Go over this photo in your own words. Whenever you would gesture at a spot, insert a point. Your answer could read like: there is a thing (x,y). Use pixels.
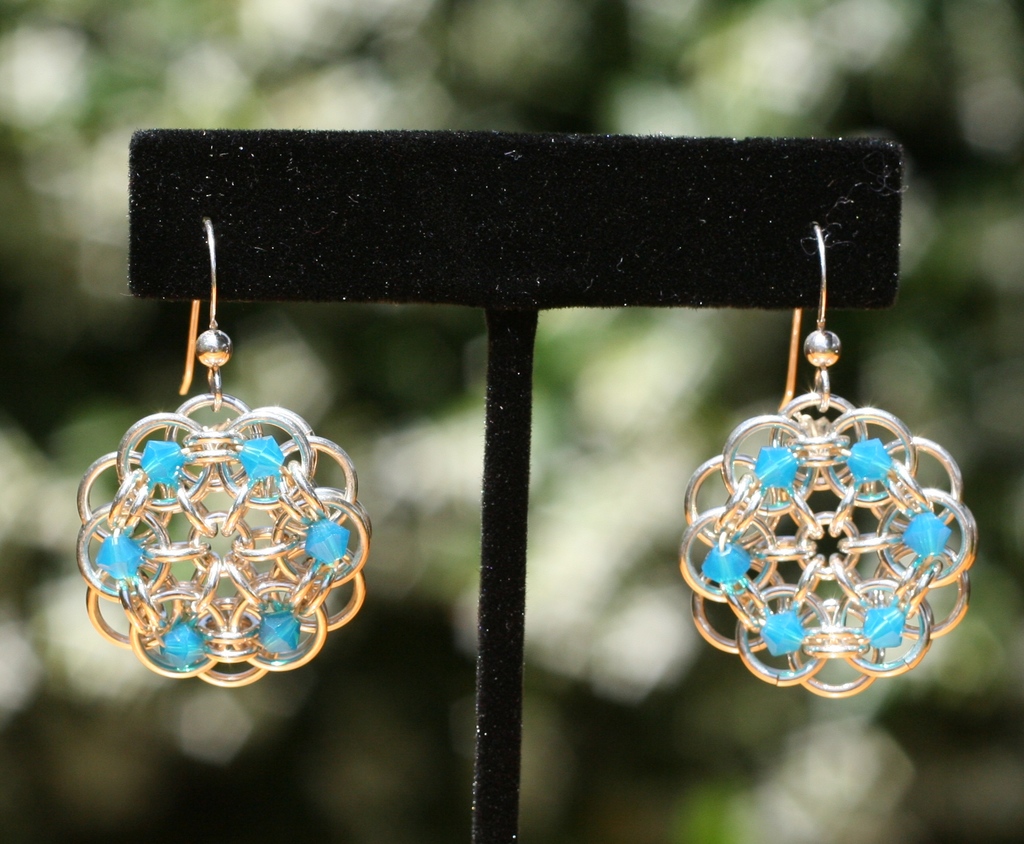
In this image there is a small stand (496,241). There are earrings (850,406) hanging to the stand (312,231). The background (112,108) is blurry.
